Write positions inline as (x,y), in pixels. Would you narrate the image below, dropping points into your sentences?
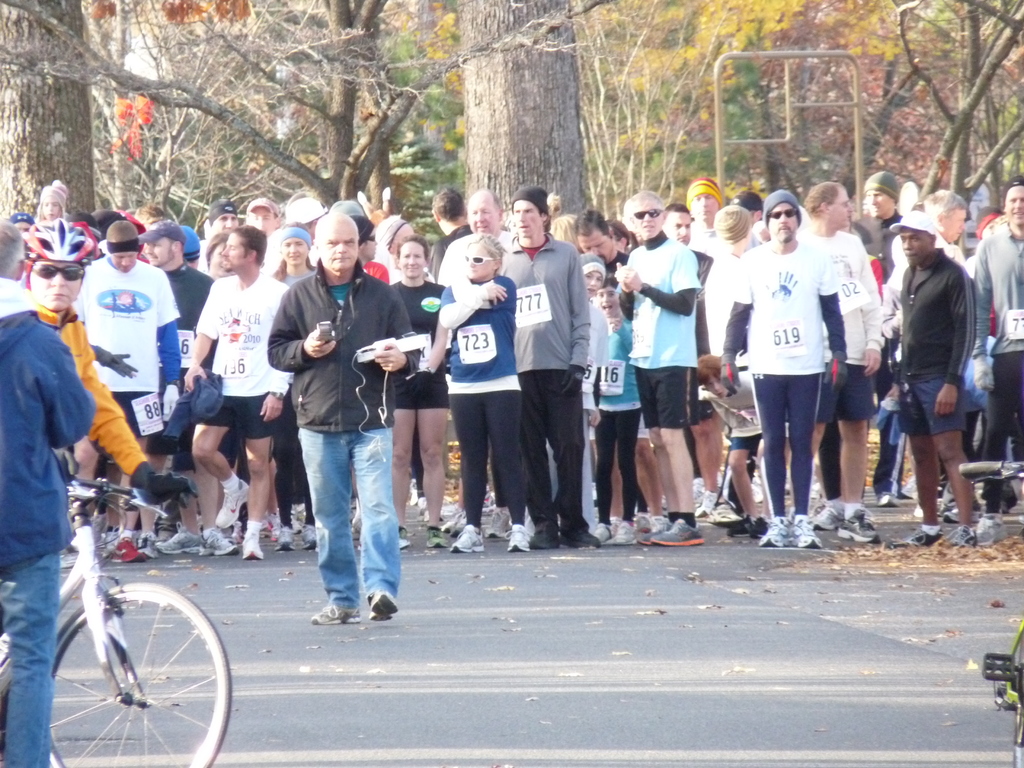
In this picture there are group of people (443,254) standing on the road (646,607). To the left side (97,392) there is a man (94,378) with yellow jacket (94,378) is sitting on the cycle (75,527). In the background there are trees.
